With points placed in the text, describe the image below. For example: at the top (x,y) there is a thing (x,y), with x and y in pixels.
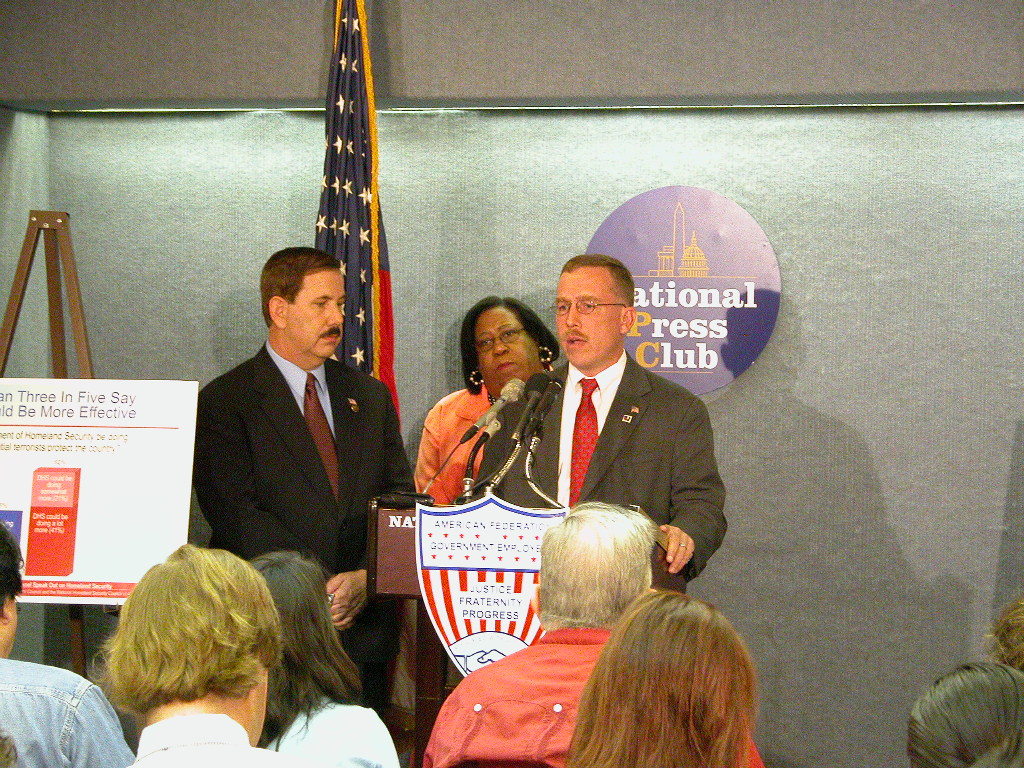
In this image I can see in the middle (602,478) a man (603,493) is standing and speaking in the microphone (546,403), he wore tie (578,475), shirt (567,482), coat (623,464). Beside him there is a woman (481,404), at the bottom (645,709) few people (522,681) are there and listening to him, on the left side (184,409) there is the board (97,484) in white color, in the middle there is the flag (356,166).
